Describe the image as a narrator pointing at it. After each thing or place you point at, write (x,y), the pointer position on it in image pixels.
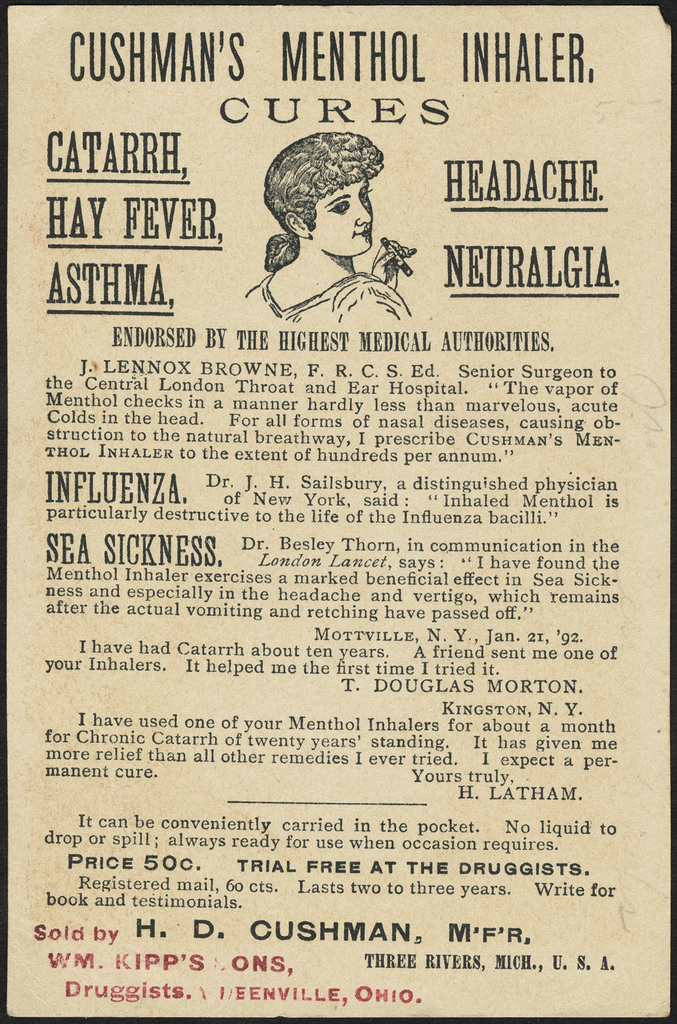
In this picture we can see a poster (580,881) with some text (565,885) written on it and in the top of the image (347,299) we can see a woman (390,275) holding some object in her hand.
